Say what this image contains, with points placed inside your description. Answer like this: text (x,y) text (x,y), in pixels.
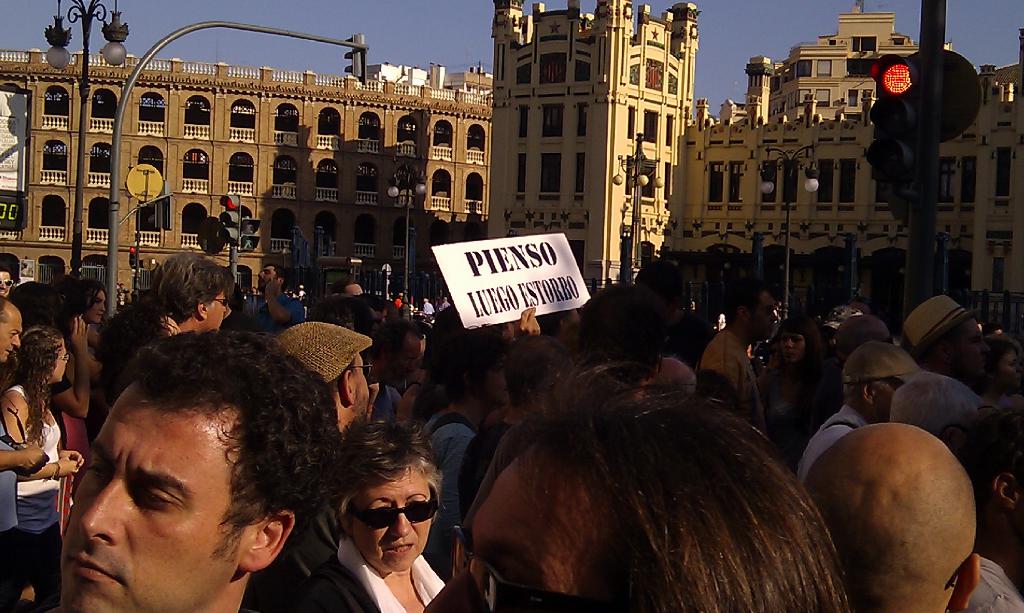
In this picture we can see a group of people (552,483), one person (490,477) is holding a poster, here we can see traffic signals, electric poles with lights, buildings (713,177) and we can see sky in the background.
